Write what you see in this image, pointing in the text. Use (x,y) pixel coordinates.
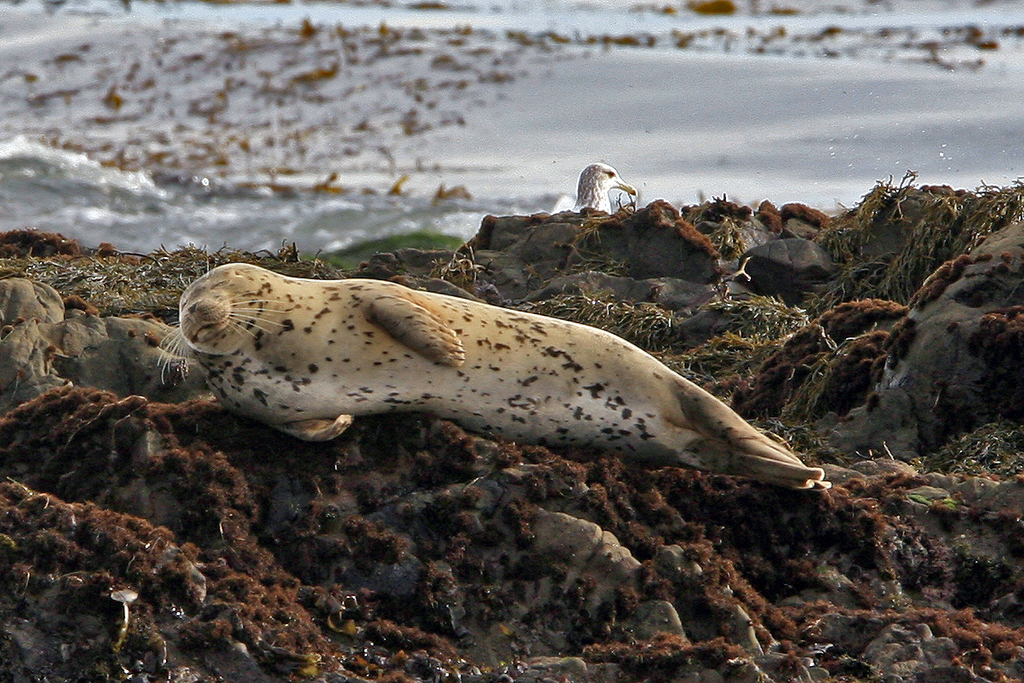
In this image I can see a seal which is in cream and white color. Background (514,157) I can see a bird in white color and I can see water (438,87).
